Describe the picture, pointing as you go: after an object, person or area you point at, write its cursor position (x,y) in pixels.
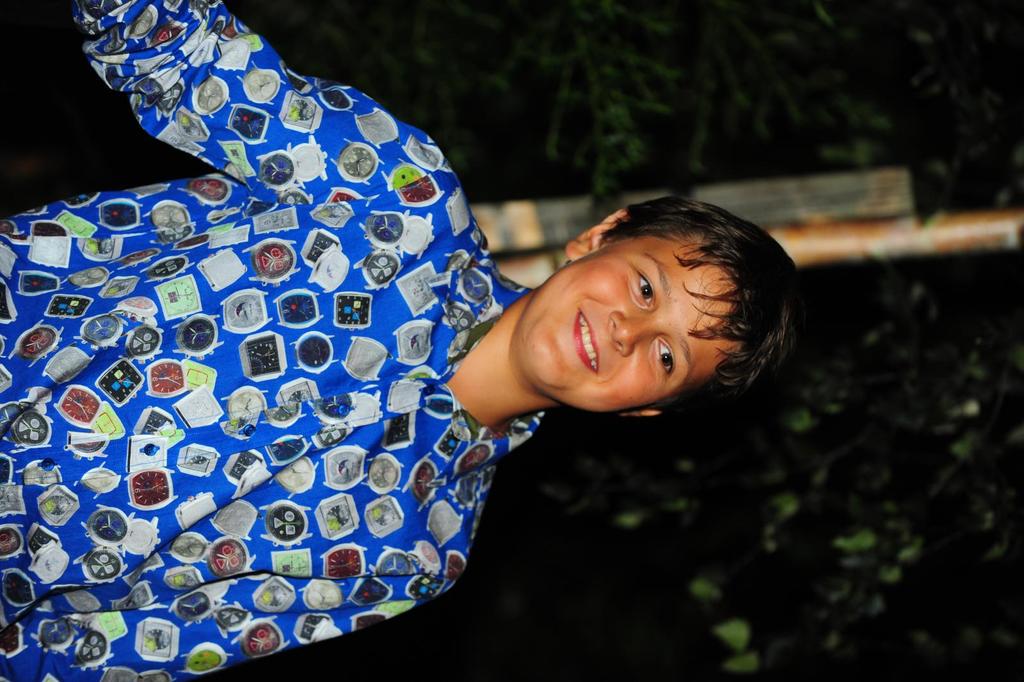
In the picture we can see a boy (684,316) standing and smiling and behind him we can see a pole (985,243) and a part of the tree (817,648).
